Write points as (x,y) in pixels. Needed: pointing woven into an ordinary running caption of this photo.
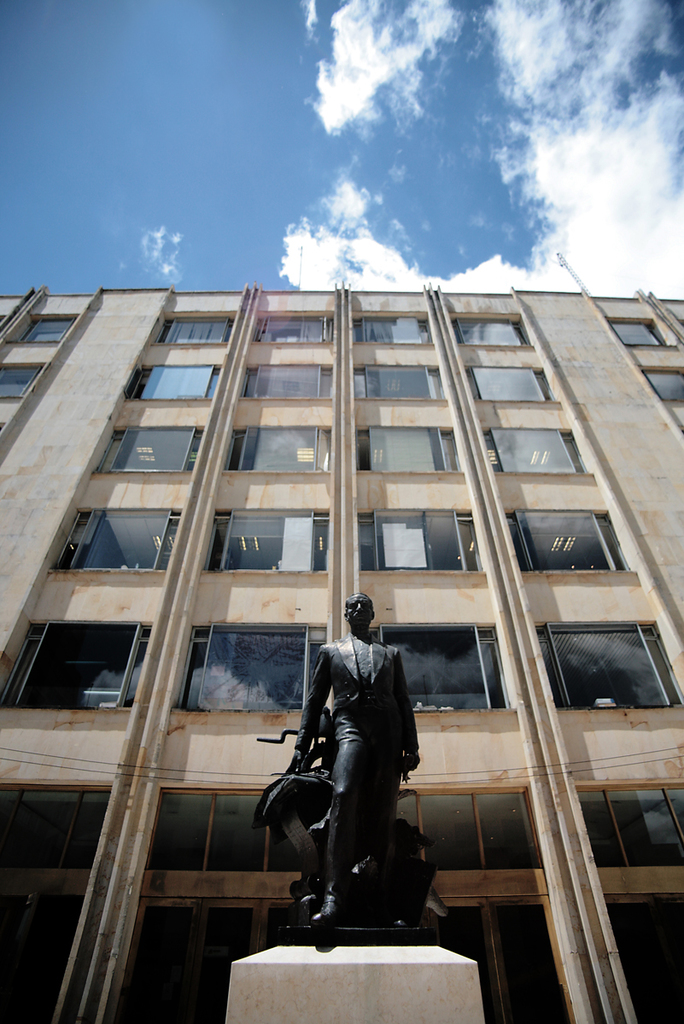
In this picture there is a statue (339,861) of a person (344,854) in the foreground (389,933). At the back (458,877) there is a building (439,701) and there are lights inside the building (233,389). At the top (51,49) there is sky (301,44) and there are clouds (394,22).
